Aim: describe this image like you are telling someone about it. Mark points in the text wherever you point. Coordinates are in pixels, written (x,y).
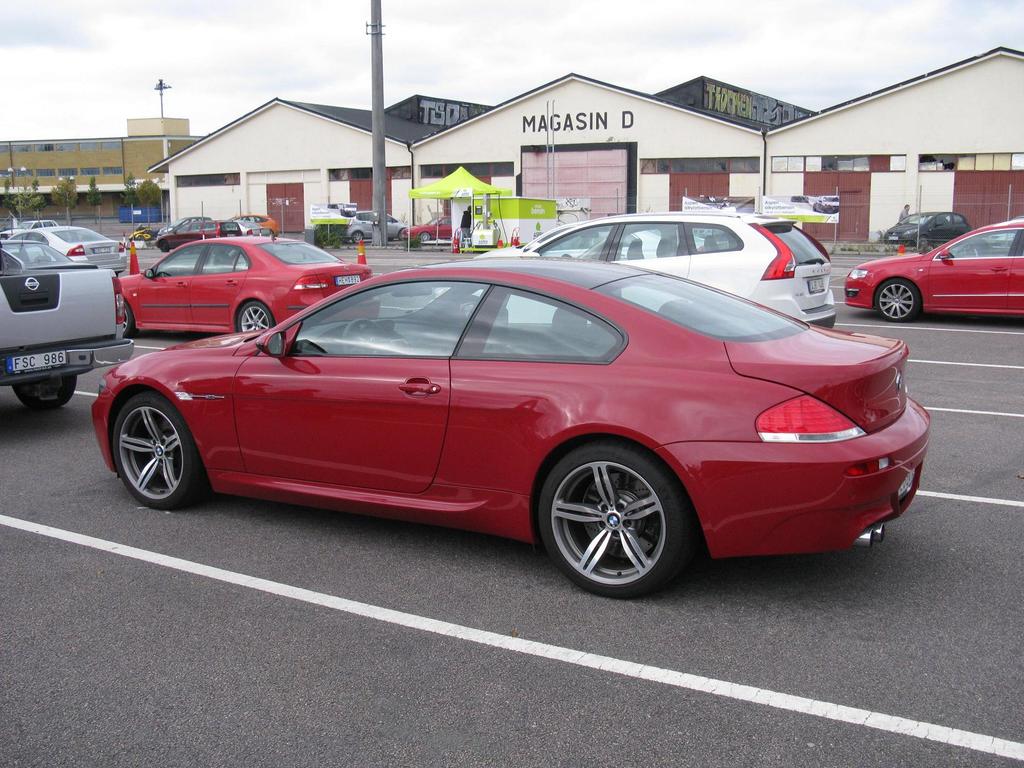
In this image I can see vehicles (393,327) on the road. In the background (432,128) I can see buildings (428,149), poles (385,173), a stall (428,196) and some other objects (327,206) on the ground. Here I can see trees (91,182) and the sky (147,60).
